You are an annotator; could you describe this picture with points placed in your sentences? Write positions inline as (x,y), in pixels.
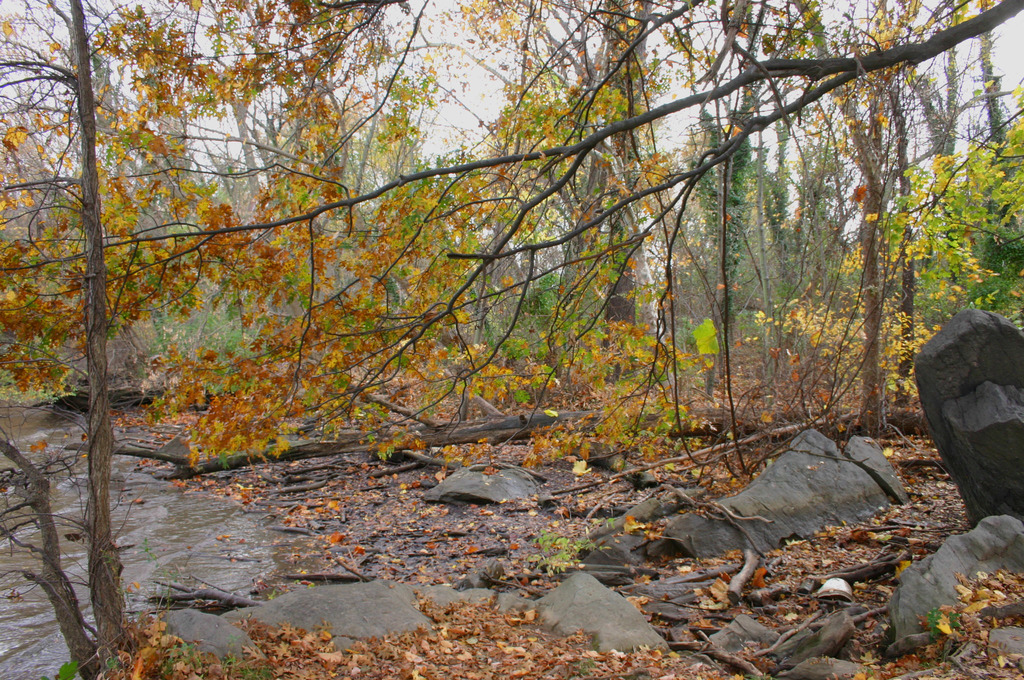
Here in this picture we can see rock stones (603,535) present on the ground (554,527) and we can also see dry leaves (757,570) present and we can also see plants (757,265) and trees (756,237) present and on the left side (225,555) we can see water (241,545) flowing through the place and we can see the sky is cloudy.
